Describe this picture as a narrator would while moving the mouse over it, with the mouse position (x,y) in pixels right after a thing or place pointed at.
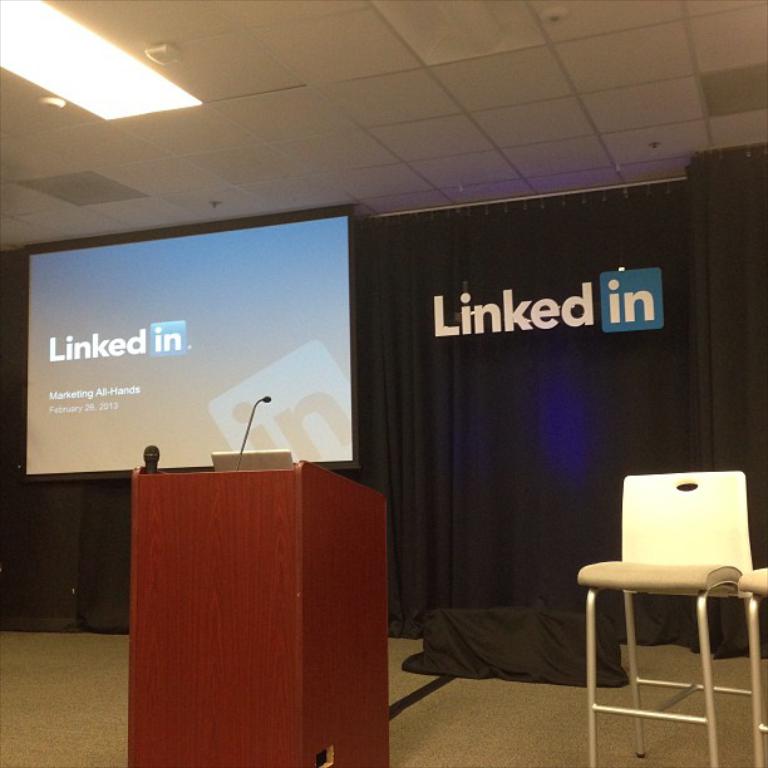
On the right side (696,581) there is a stool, in the middle (261,502) there is the podium (276,545), microphone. On the left side (221,339) there is the projector screen (207,371), at the top (17,41) there is a ceiling light (82,62).
